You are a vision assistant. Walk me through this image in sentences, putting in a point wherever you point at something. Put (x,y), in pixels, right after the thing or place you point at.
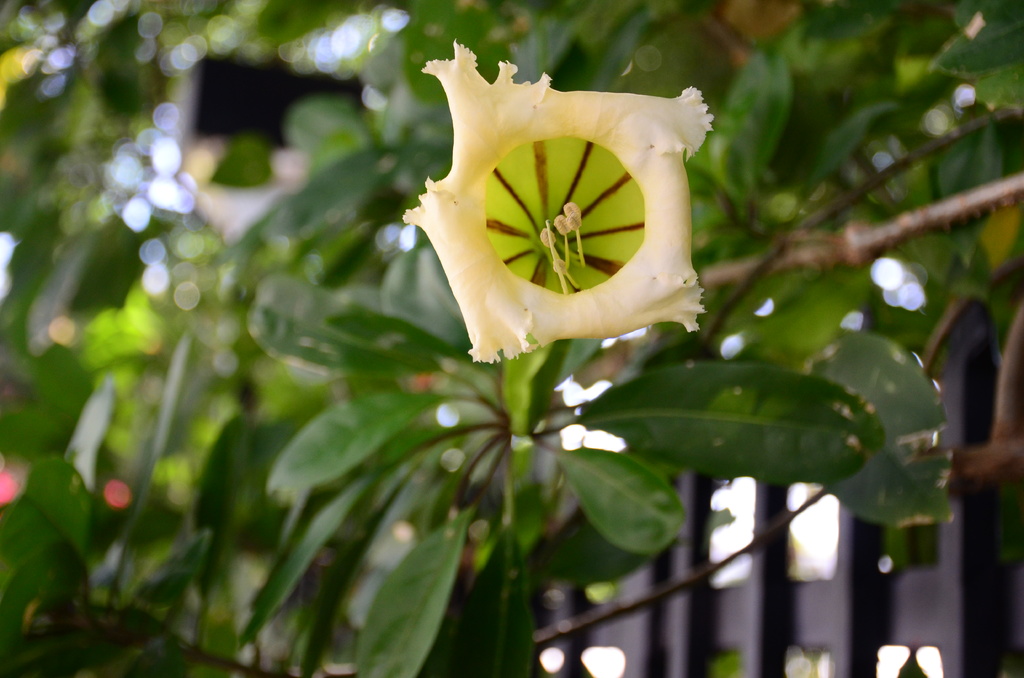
In this picture we can observe a flower (480,207) which is in white and green color. We can observe leaves (404,476). In the background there are trees (771,274). We can observe black color poles (685,597).
